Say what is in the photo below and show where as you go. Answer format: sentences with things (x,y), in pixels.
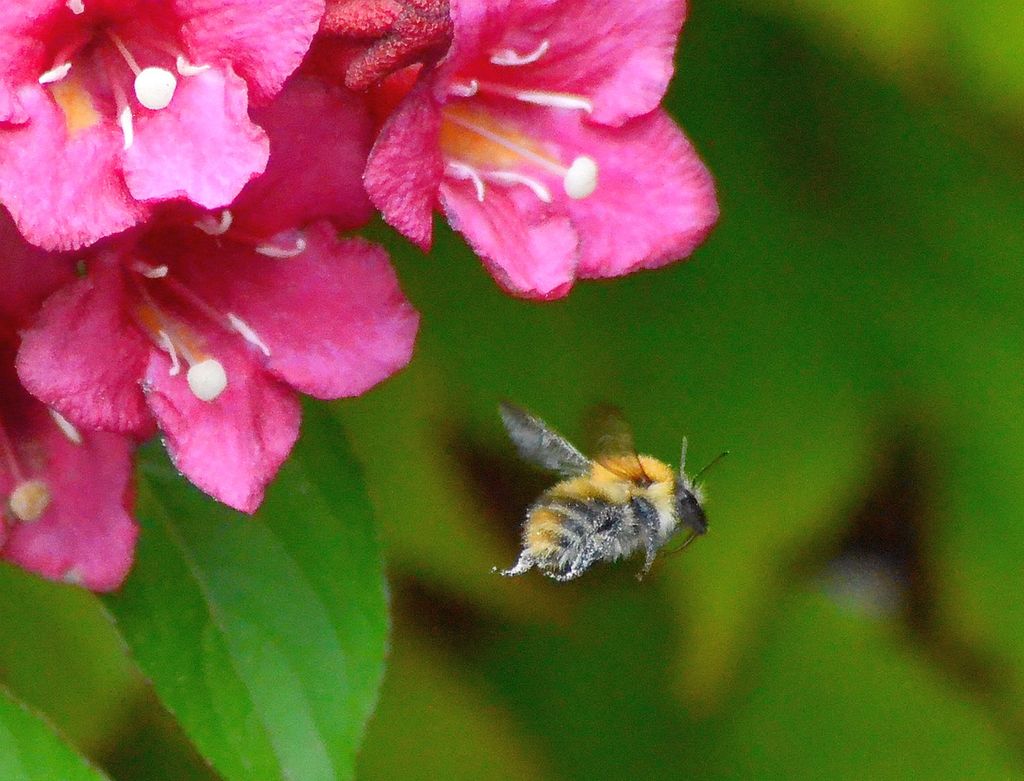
There are flowers (286,228) and a bee (681,505) in the foreground area of the image (675,500) and the background (403,505) is blurry.
